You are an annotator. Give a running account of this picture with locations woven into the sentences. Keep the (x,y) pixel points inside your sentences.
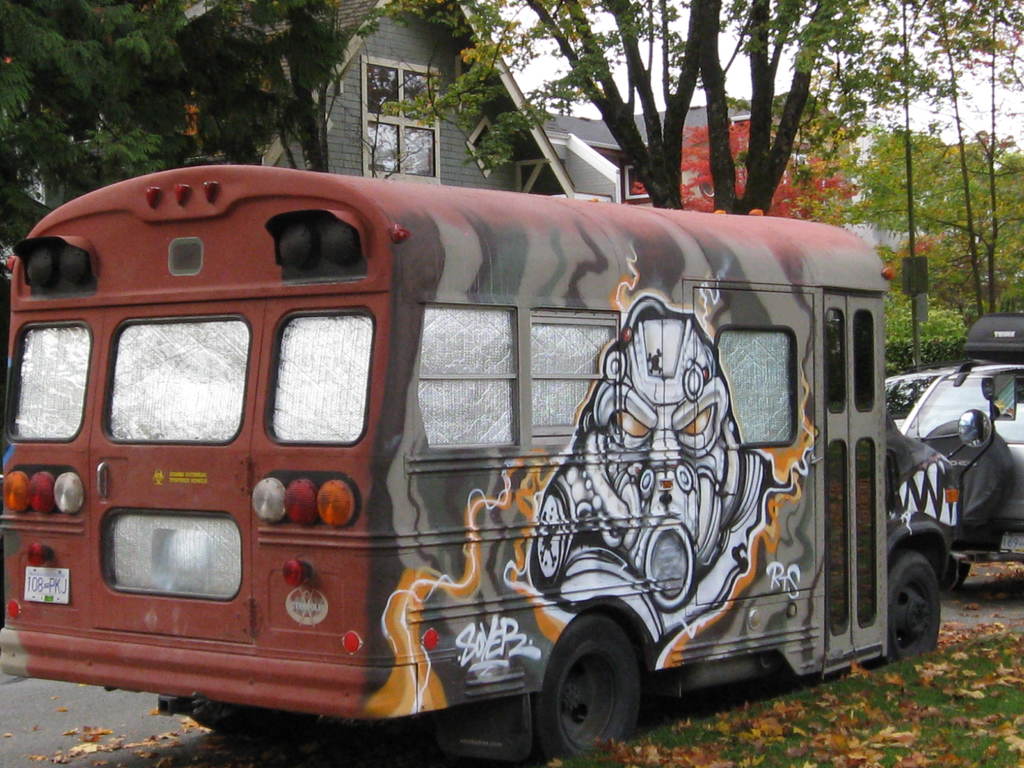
In this image I can see a bus (456,497) which is black, ash, orange, white and red in color on the road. I can see few leaves (798,711) on the ground (848,719) and some grass (894,716). In the background (698,118) I can see few buildings (605,149), few trees (830,76), few vehicles (968,391) on the ground (901,671) and the sky (1018,134).
